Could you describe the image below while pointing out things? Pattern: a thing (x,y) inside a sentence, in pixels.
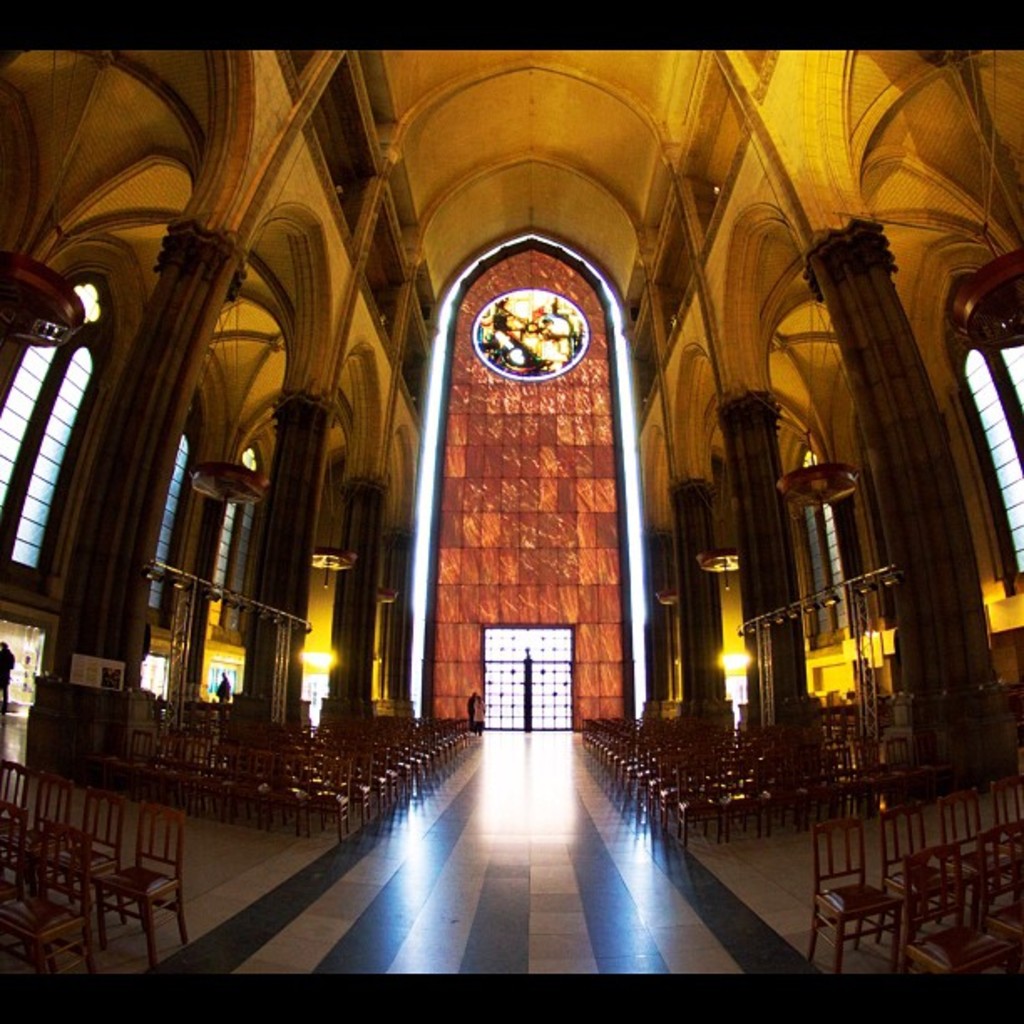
In this we can see the inside view of a church (578,845) where we can see chairs (281,780) are arranged and pillars (314,498) are there.
